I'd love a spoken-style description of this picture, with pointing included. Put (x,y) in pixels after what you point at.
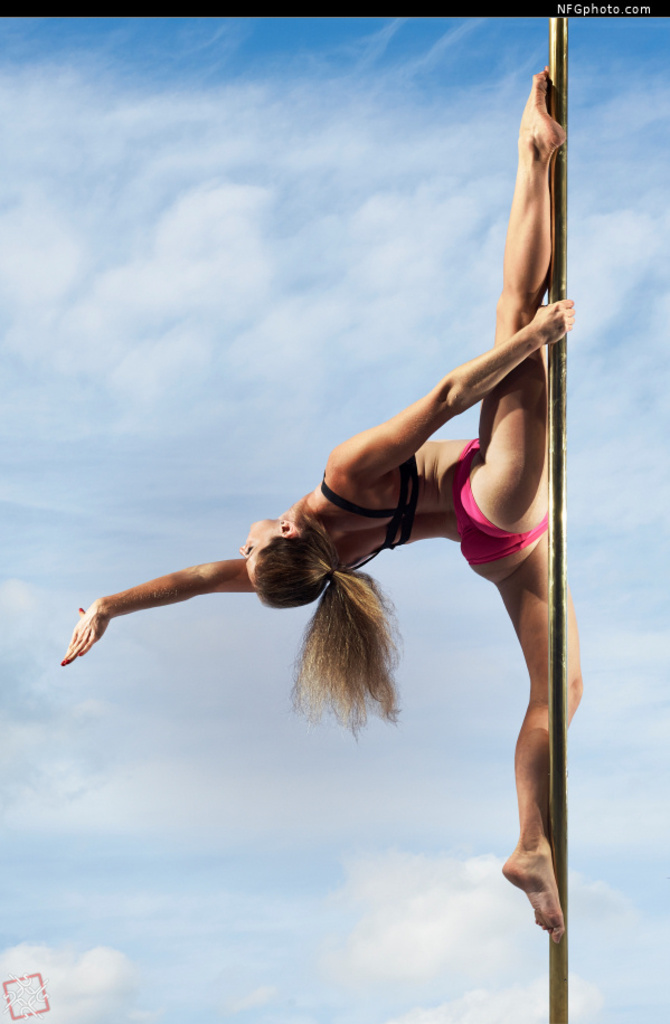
In this image we can see one woman (554,323) doing pole dance, some text (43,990) on this image and background (502,44) there is the sky (596,36).
